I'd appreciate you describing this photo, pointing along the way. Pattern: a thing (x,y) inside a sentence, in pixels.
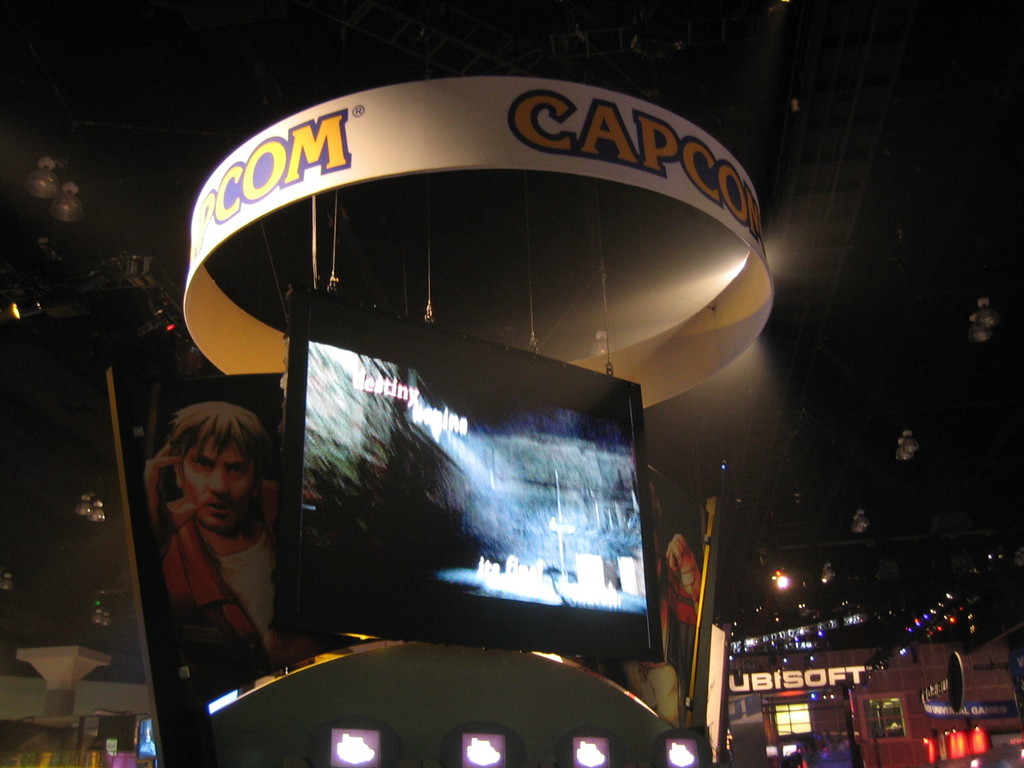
In front of the image there is a TV (408,433). There are boards (242,534) with some text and pictures (181,656) on it. In the background of the image (919,676) there are display boards (847,680), buildings (25,703). At the top of the image (56,187) there are lamps (41,181) and metal rods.
